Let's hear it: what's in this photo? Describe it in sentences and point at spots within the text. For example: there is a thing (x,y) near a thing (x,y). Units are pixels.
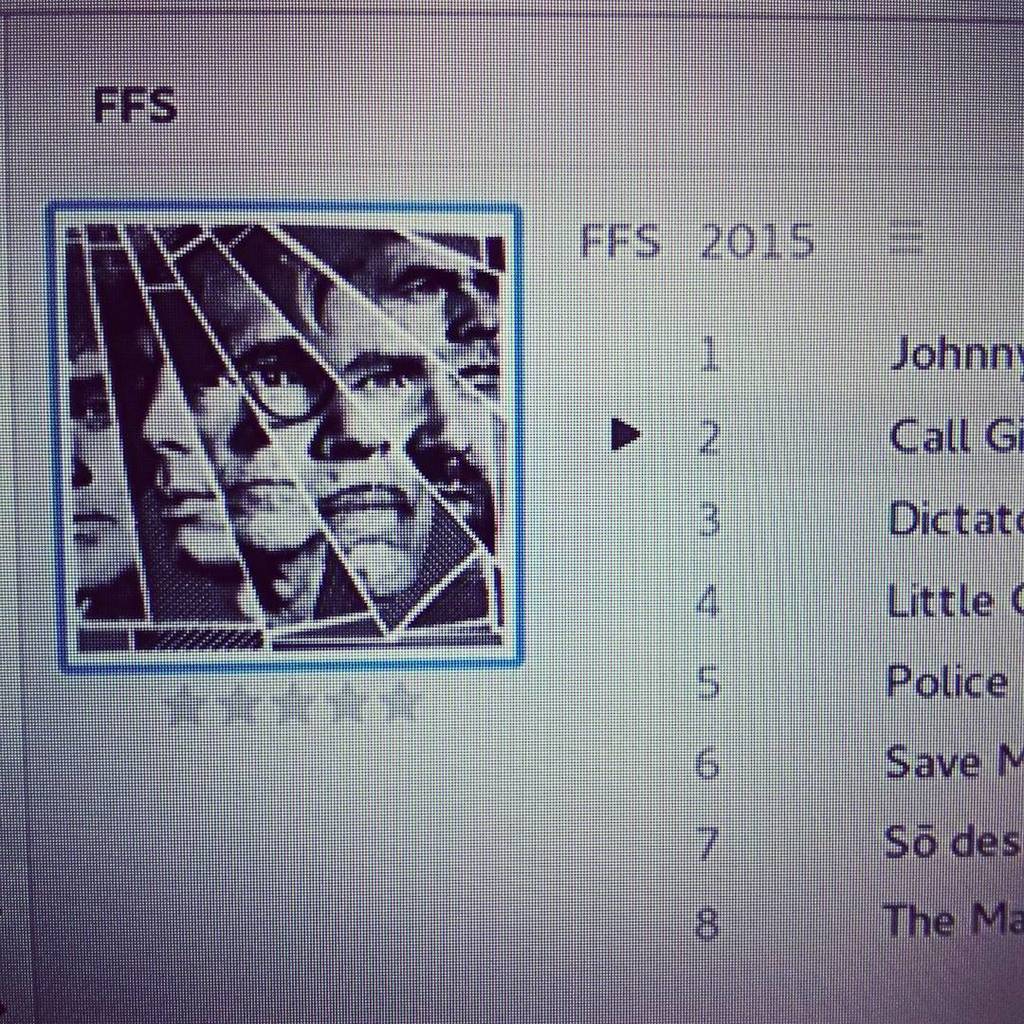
In this image we can see a collage photo (183,465) of different people (376,585) and below it we can see 5 stars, above the picture we can see a word FFS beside it we can see FFS 2015 and a list (1014,921) of numbers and words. Where an arrow (617,425) is indicating on the second one.
